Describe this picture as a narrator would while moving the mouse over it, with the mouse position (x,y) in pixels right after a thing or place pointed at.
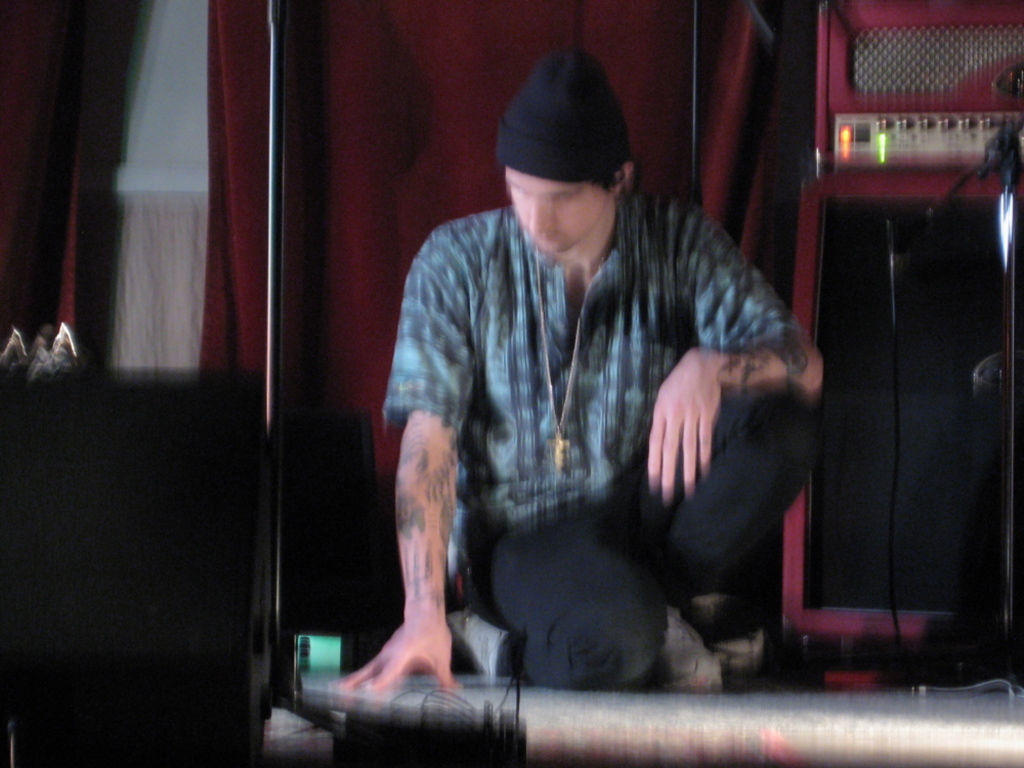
In this image there is a person (473,450) bent over is checking the floor (412,695) with his hand (421,625), in front of the person (422,647) there are a few objects (219,547) and a metal rod (276,73), behind the person (531,558) there are curtains (354,140) on the wall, a metal rod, mic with cables (891,254) and some other objects (818,317).
